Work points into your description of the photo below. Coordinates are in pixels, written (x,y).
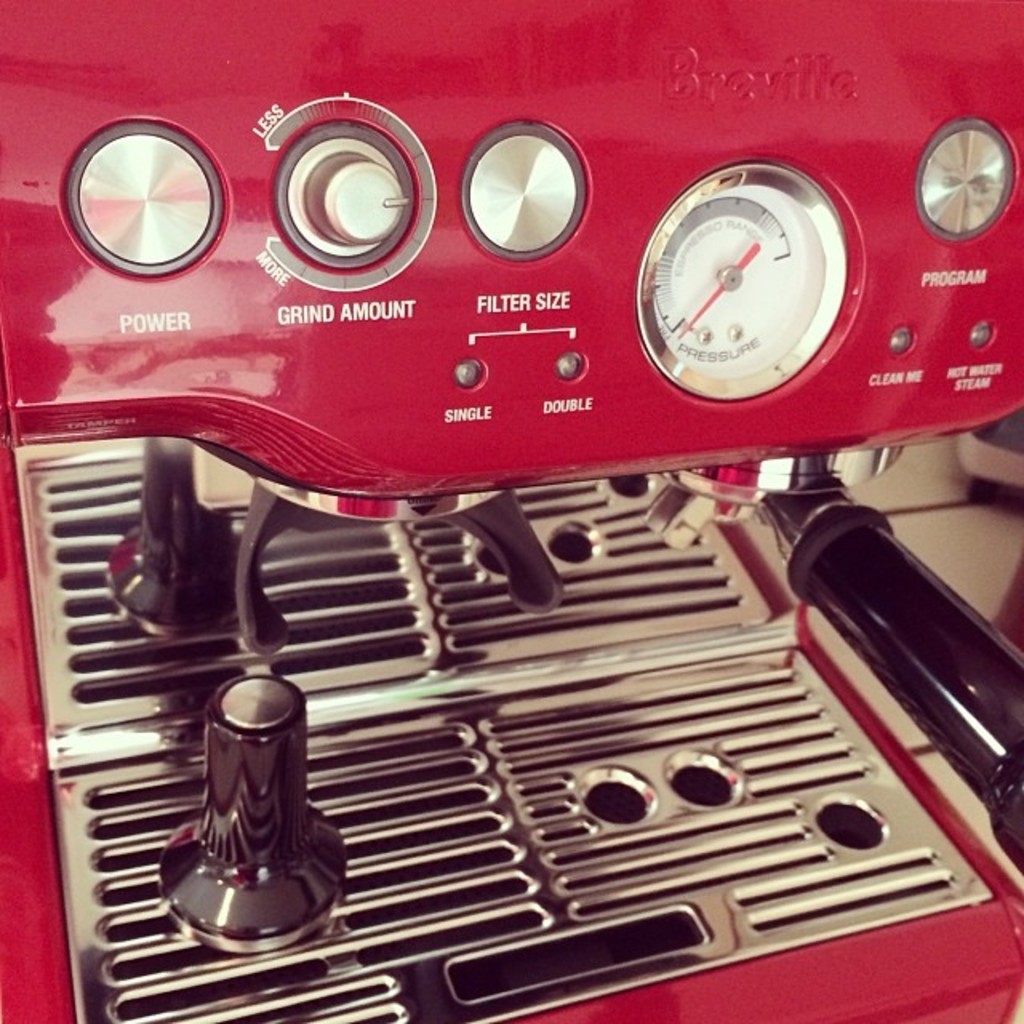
There is a red color machine (757,82), which is having buttons (984,156), meter (767,313), lights (470,372) and other objects (889,604).
